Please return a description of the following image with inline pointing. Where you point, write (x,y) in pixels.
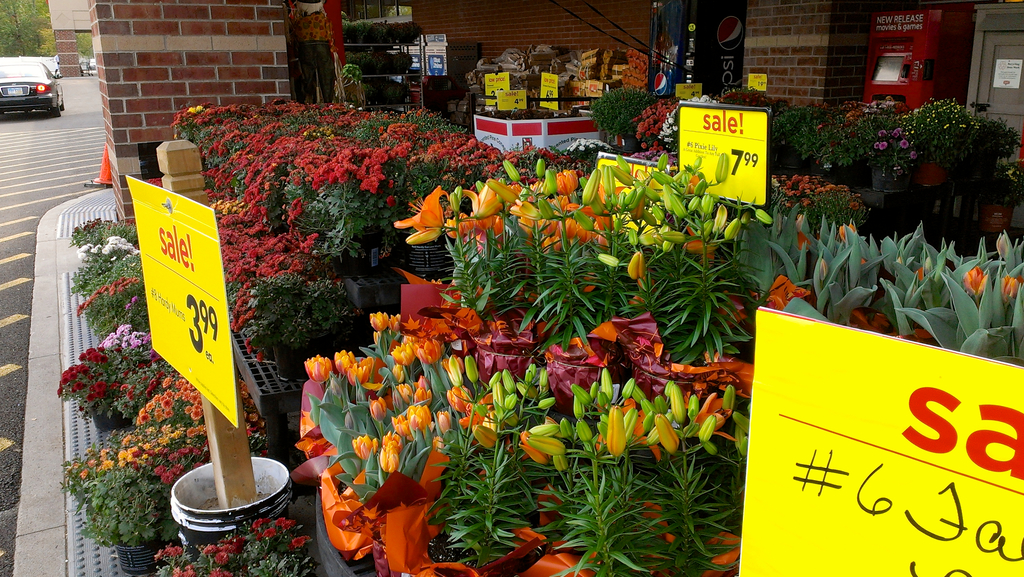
In this image we can see a group of houseplants (376,330) and there are groups of flowers (345,367) to the plants (669,289). In the middle of the plants (669,289) there are a few boards (910,344) with text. Behind the plants (536,168) we can see a wall (752,67) and a few objects (698,67). On the left side (16,106), we can see few vehicles (20,89) and trees (29,11).
